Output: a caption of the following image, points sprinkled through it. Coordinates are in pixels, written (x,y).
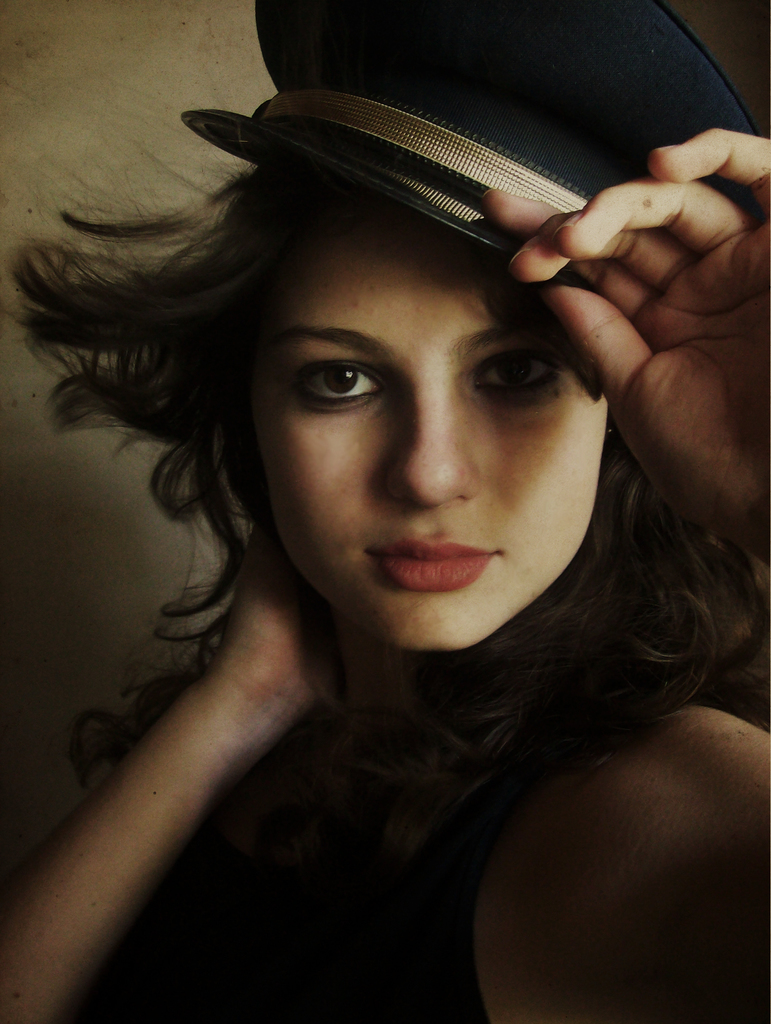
In this image, we can see a woman (409,702) in black dress (353,1000) wearing a cap (509,124) and seeing. Background (163,39) there is a wall (93,441).
